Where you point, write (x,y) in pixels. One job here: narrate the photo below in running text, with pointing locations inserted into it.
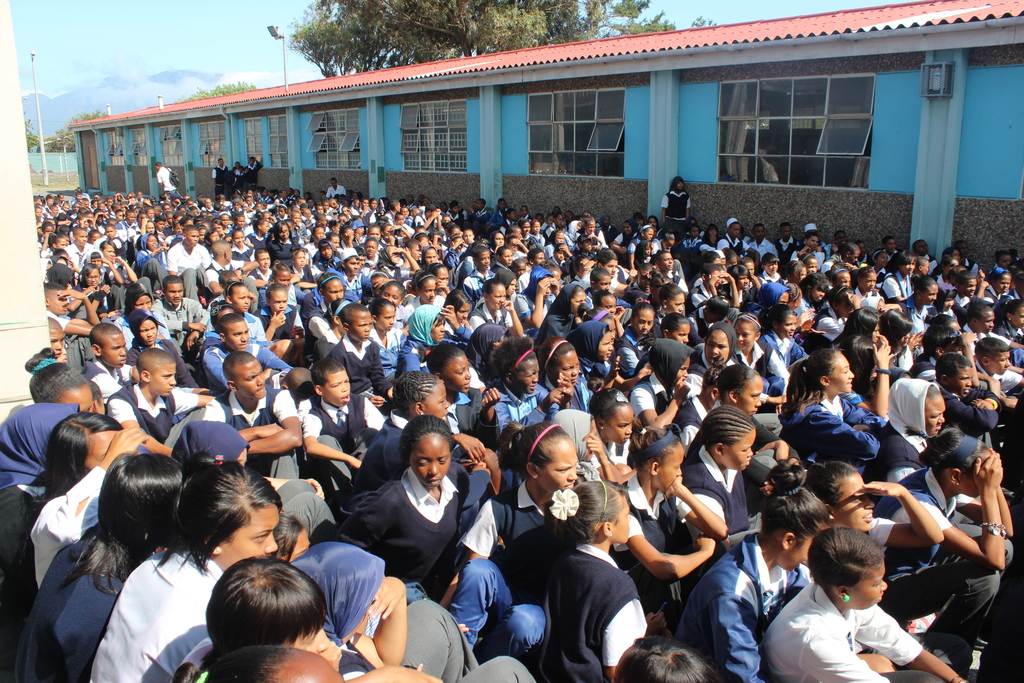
In this picture I can see a group of people (221,293) sitting and few people (254,182) standing and I can see a building (645,164) and few trees (92,116) in the back (250,149). I can see a pole (40,145) and a blue sky (28,19).
